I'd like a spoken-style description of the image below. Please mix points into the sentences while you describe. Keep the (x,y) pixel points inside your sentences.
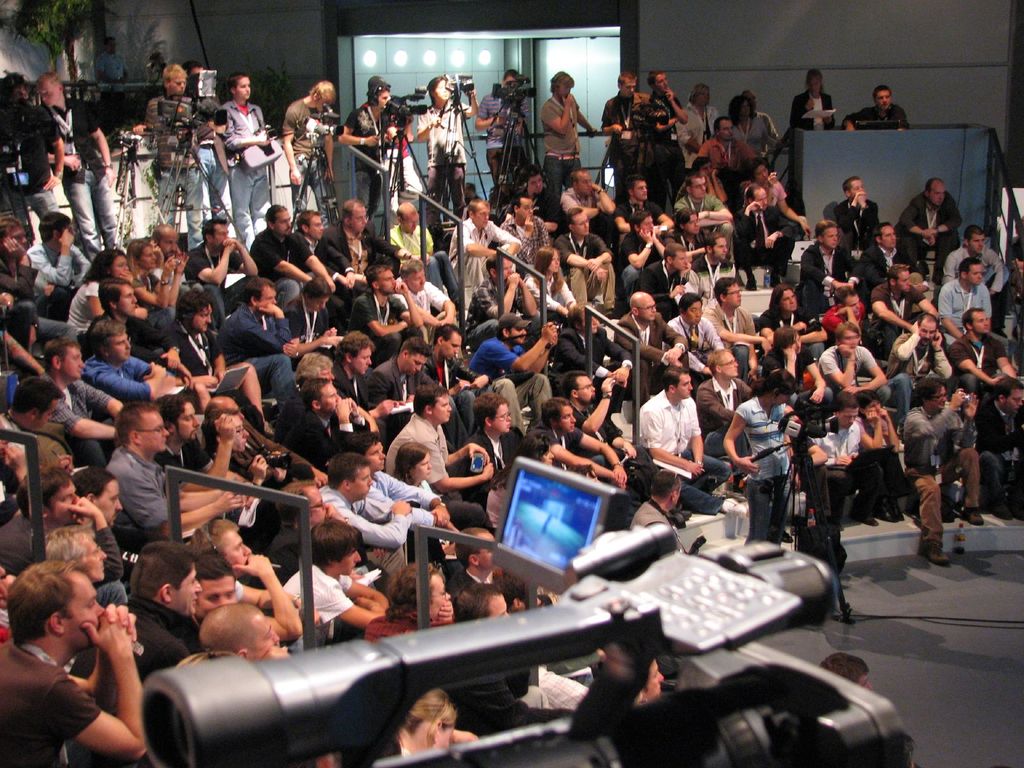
In this image there are people (265,361) sitting on the steps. There are people (631,94) standing in the background (290,115). There are cameras (685,629). Some people (895,349) have gadgets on their hands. There is a wall (323,49). There is a glass door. We can see a plant (51,49) on the top left (72,61).
